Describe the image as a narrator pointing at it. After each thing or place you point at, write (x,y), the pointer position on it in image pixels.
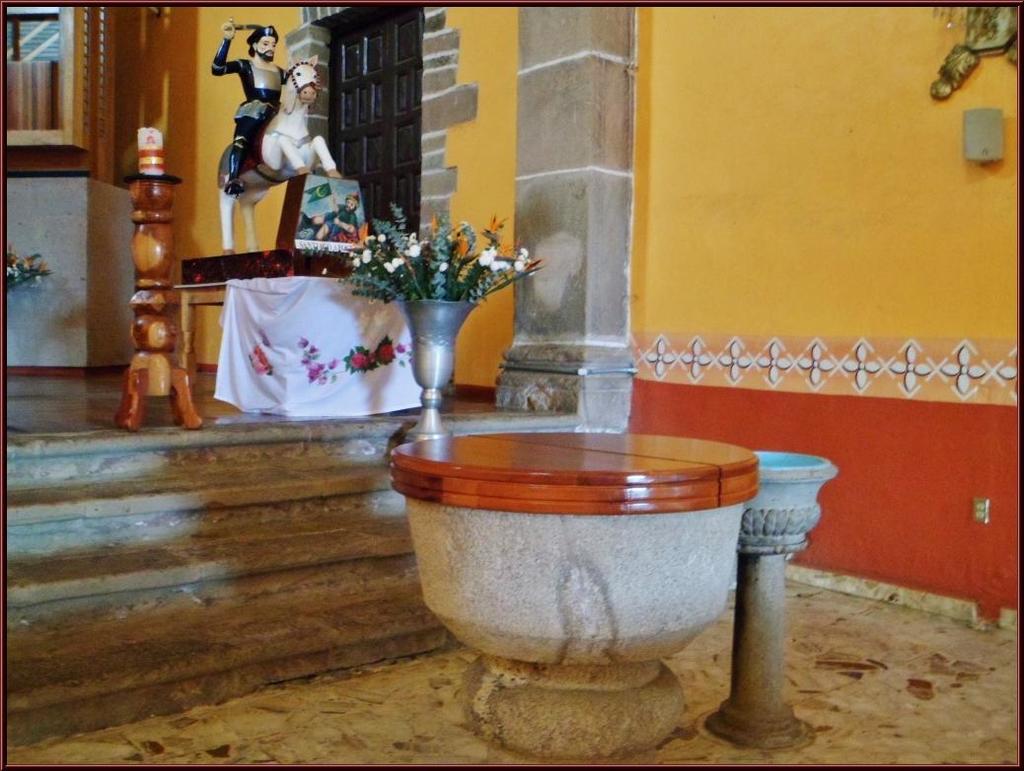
In this image I can see flower pot (437,312) on a step (147,562). Here I can see sculpture (221,176) of a horse (275,139) and a man (240,119) and some other objects (248,367) on the ground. I can also see a yellow color wall (788,195) and a window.
